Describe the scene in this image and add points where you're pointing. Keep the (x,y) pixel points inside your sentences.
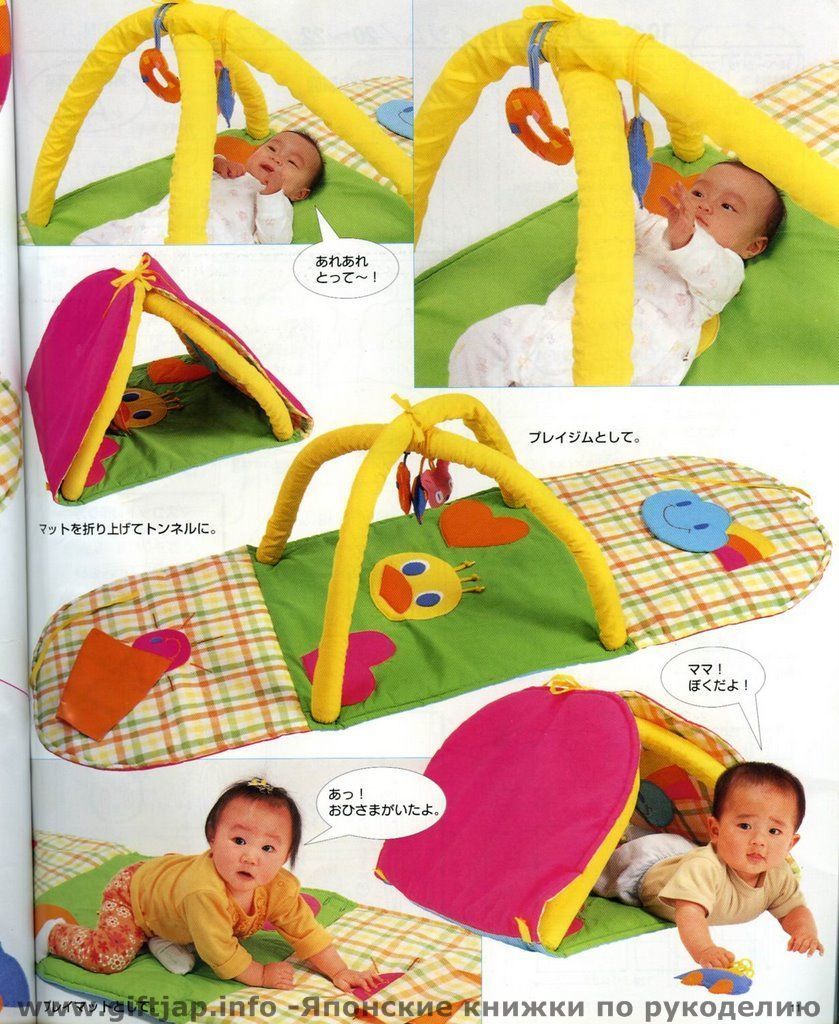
This is a picture of a paper (691,653), where there are babies (268,816), foldable baby play mats (480,729), there are words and symbols (390,774) on the paper (259,858), and there is a watermark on the image.
